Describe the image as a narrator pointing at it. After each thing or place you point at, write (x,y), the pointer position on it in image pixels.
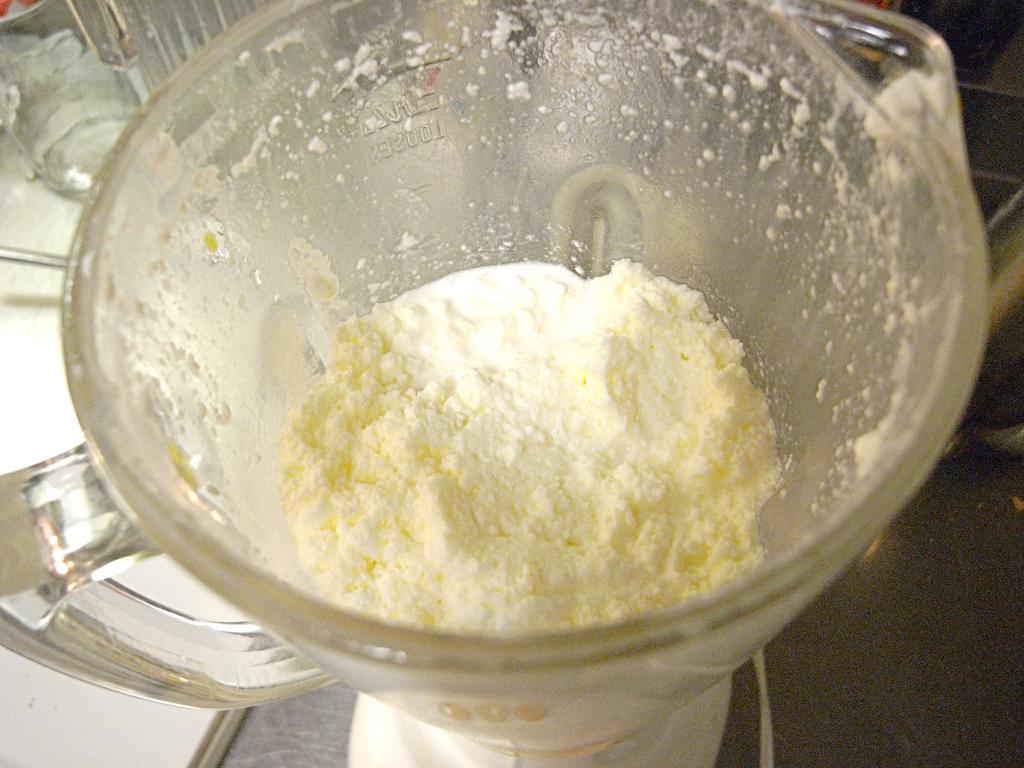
In this image we can see food (621,307) in the food processor (563,195).
